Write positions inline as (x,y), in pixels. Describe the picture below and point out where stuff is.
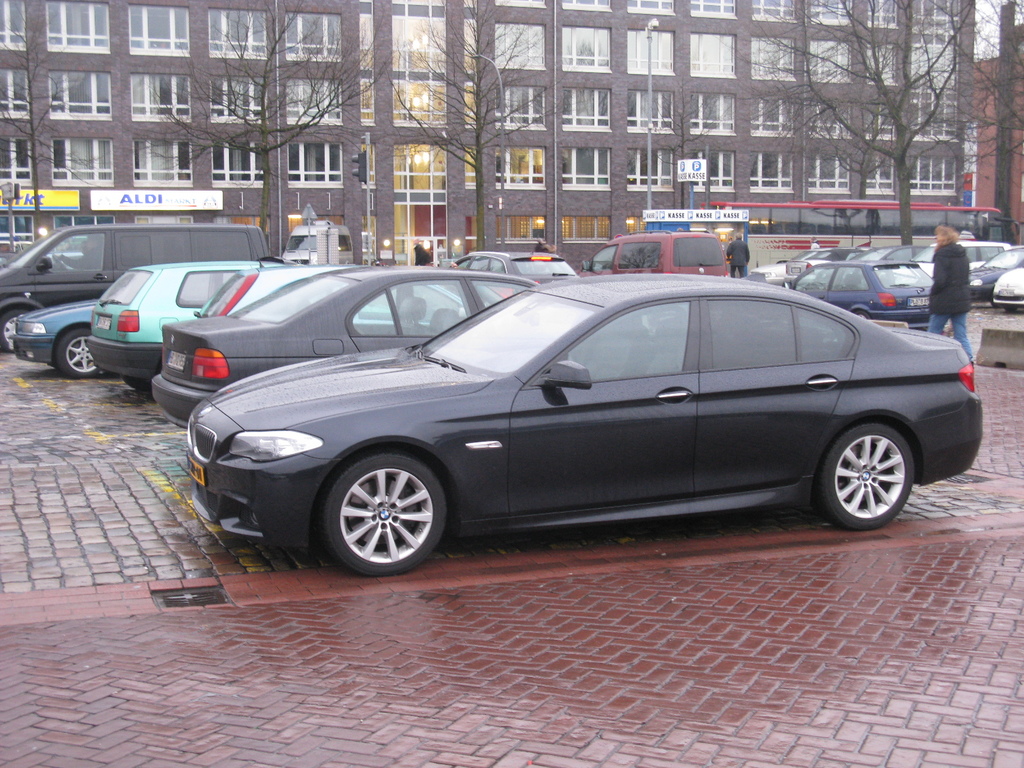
Here we can see vehicles (498,278) on surface (987,494) and we can see persons (970,345). Background (622,207) we can see building (959,52), trees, light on pole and windows (590,40).
